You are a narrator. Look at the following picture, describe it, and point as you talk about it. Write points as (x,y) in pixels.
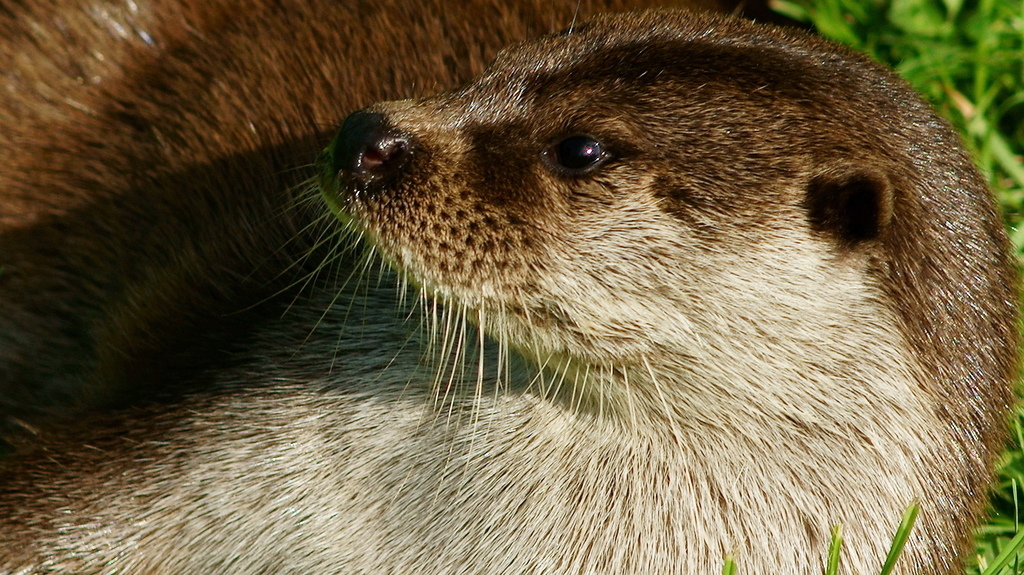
In this image we can see an animal (459,253) and in the background (928,82), we can see plants (945,97).
